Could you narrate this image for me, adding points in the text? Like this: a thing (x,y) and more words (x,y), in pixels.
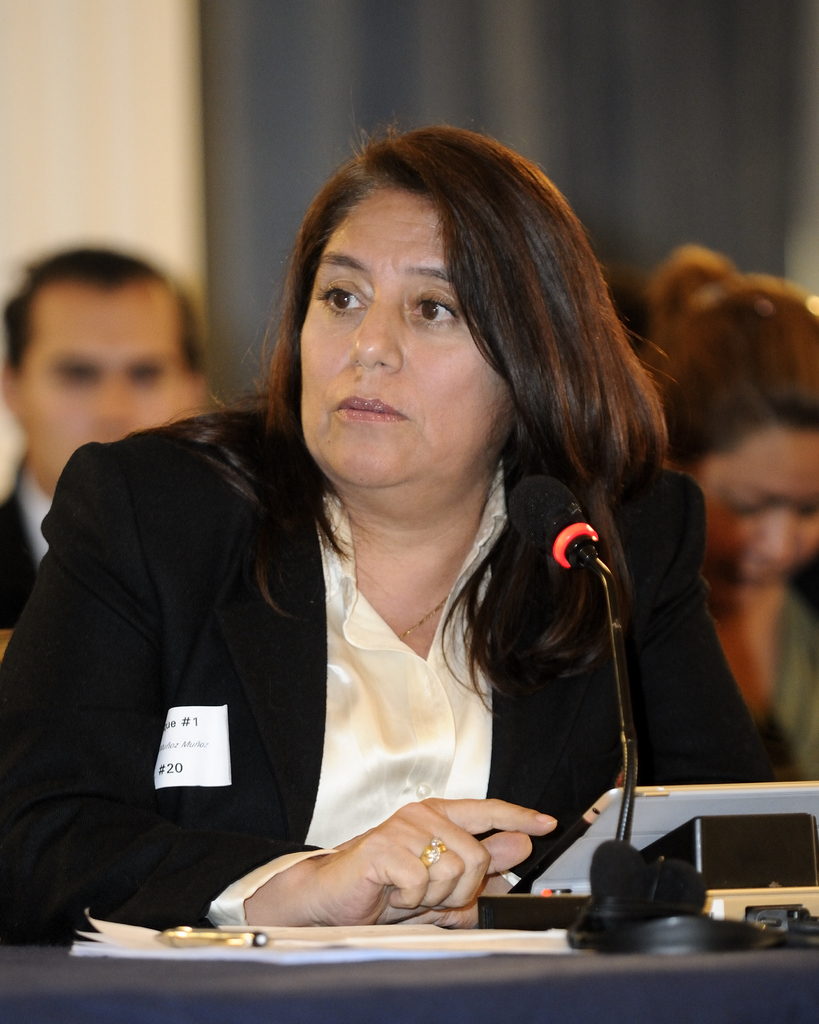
There is a woman (475,655) sitting, in front of this woman (631,527) we can see book (108,932), pen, microphone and objects (523,911) on table (35,953). Background (65,330) we can see people (75,321) and wall (83,155).
